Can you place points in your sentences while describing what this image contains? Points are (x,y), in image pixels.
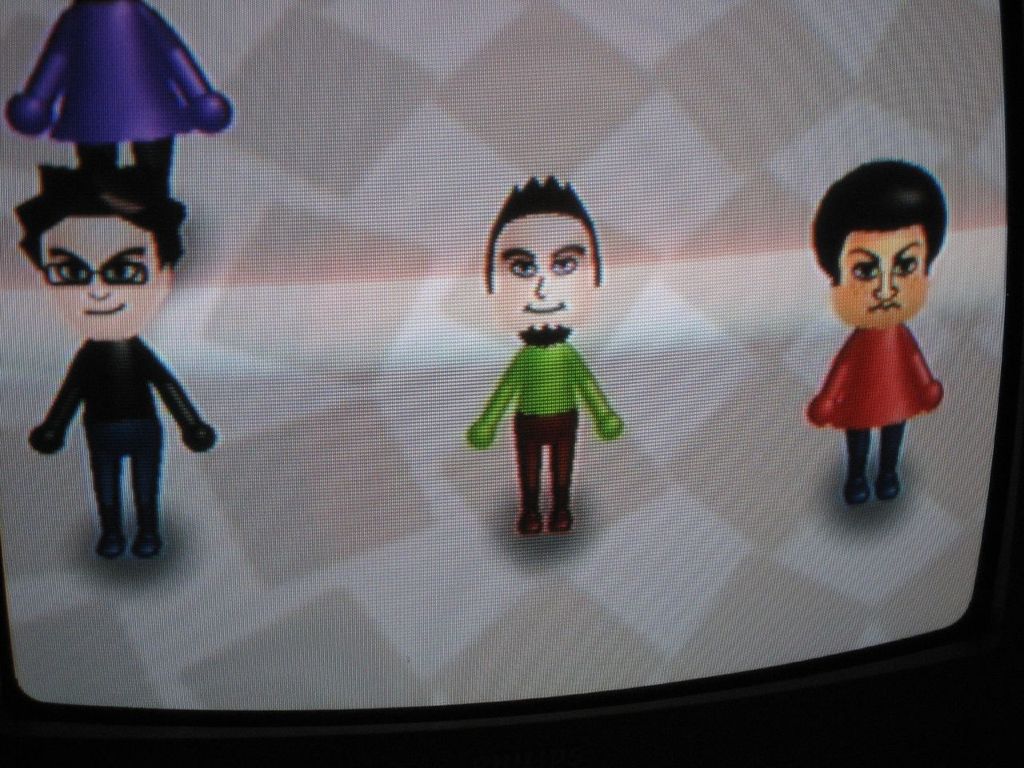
In this image there are three cartoon characters (155,302) on the screen (422,333).
